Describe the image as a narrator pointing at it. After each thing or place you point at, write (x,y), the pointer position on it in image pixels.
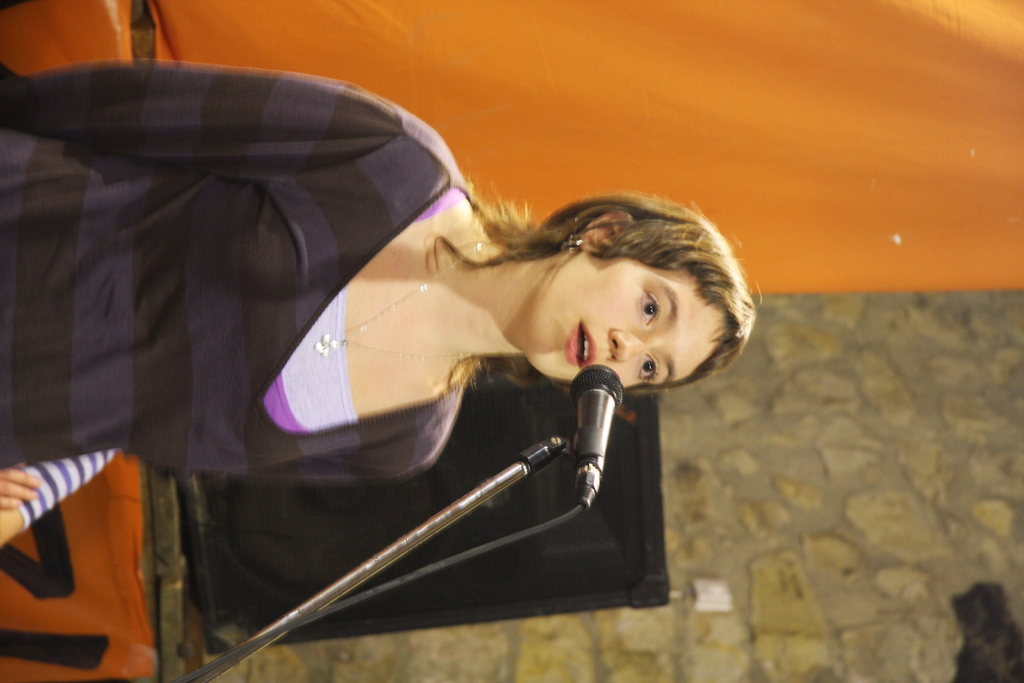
The woman (370,264) in black jacket (392,441) is standing. In front of her, we see a microphone (389,588). She is singing the song on the microphone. Behind her, we see a sheet (104,525) in orange color. Beside that, we see an object (498,569) in black color. Behind that, we see a wall (807,547) which is made up of stones (900,578).
